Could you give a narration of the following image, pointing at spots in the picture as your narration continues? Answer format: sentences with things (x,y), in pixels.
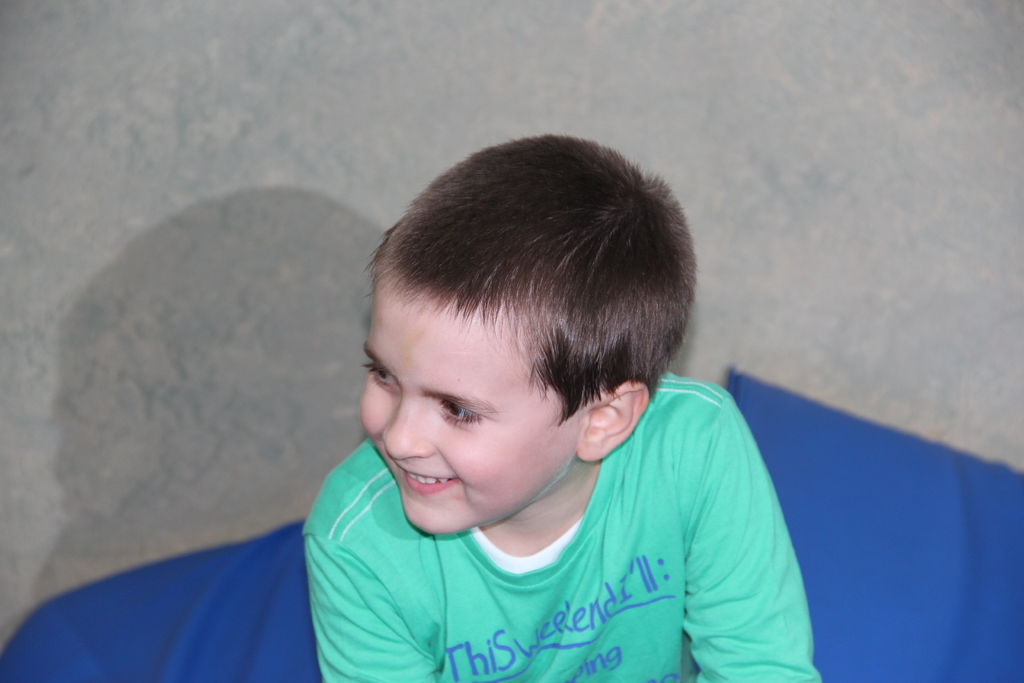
In the foreground (358,494) I can see a boy (358,494) and a cloth (935,515) on the floor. This image is taken in a room (297,448).
